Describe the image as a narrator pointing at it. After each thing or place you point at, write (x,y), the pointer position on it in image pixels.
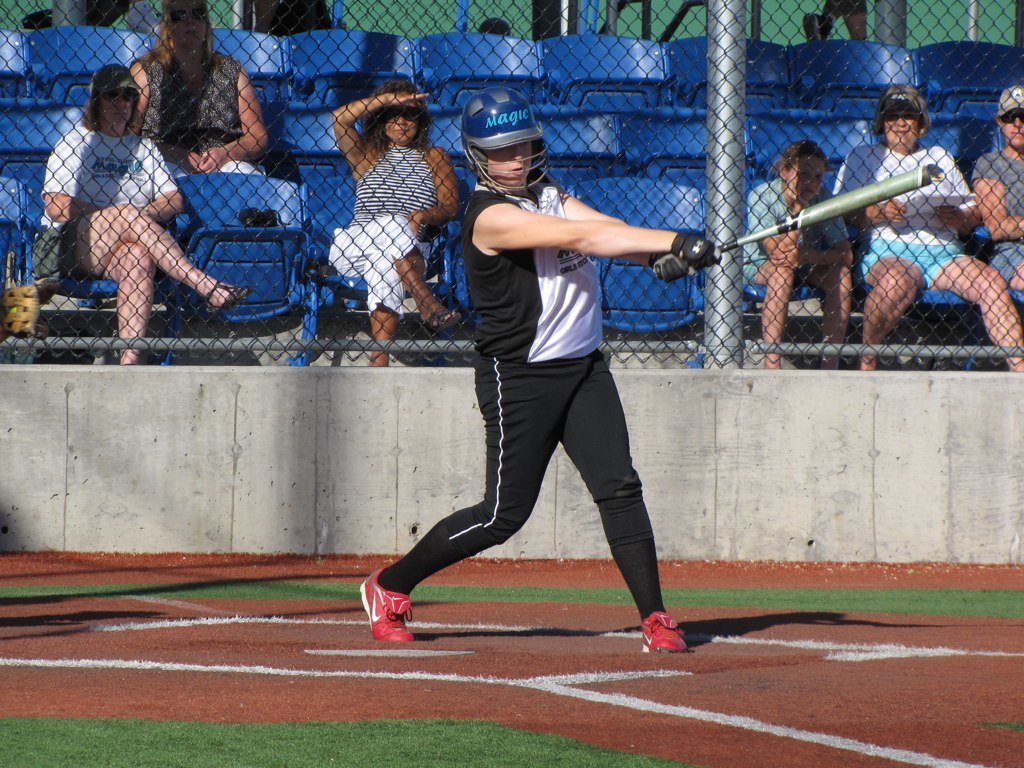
In the image in the center (580,376), we can see one person (570,282) standing and holding a bat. In the background (643,134), we can see chairs (818,92), few people (817,146) are sitting and fence (168,340).
